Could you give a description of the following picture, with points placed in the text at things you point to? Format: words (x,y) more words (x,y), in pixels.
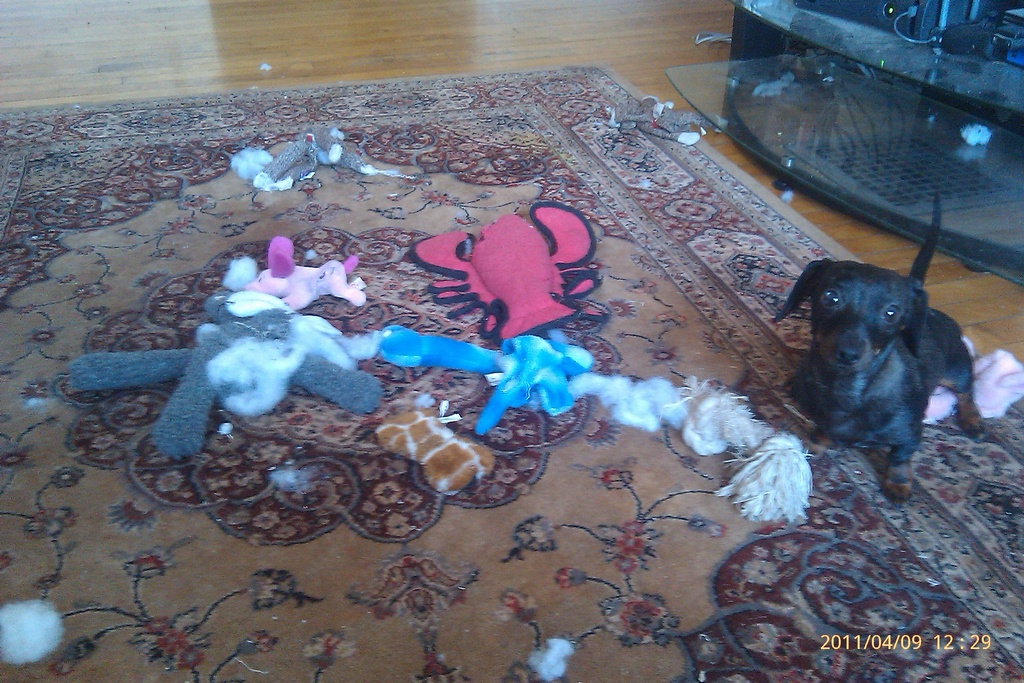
In this image we can see some toys (287,320) on the mat (505,605), there is a dog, also we can see the wooden floor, and an electronic gadget (933,29) on the table (921,133).
